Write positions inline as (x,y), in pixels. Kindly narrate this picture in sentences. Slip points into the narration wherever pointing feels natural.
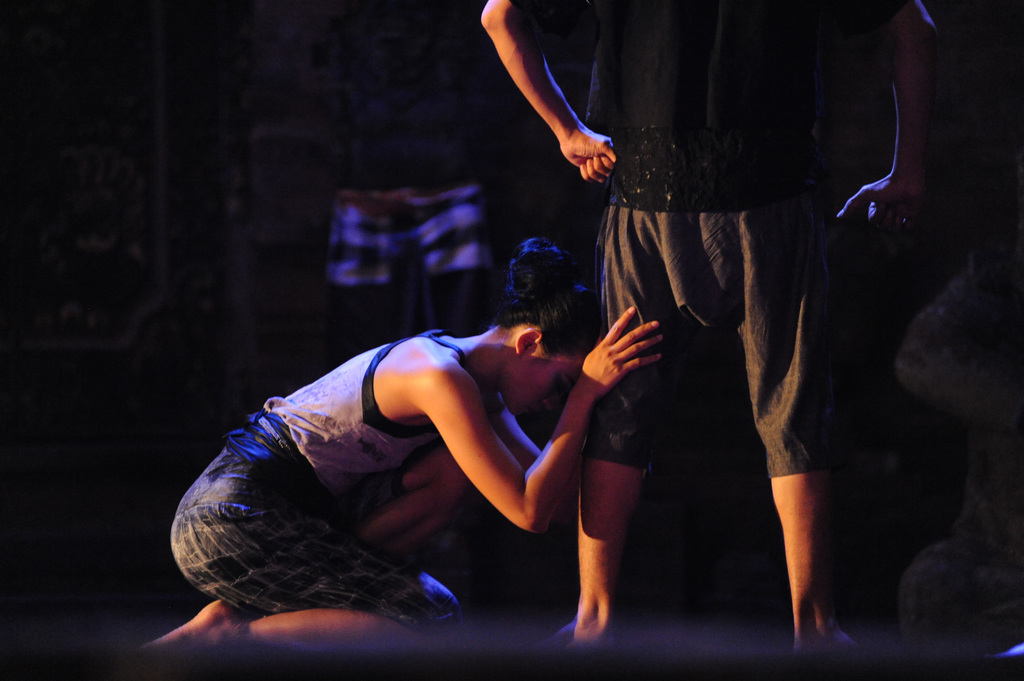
In this image there is a man (829,641) standing beside him there is another girl (601,332) sitting and holding his legs (659,352).
